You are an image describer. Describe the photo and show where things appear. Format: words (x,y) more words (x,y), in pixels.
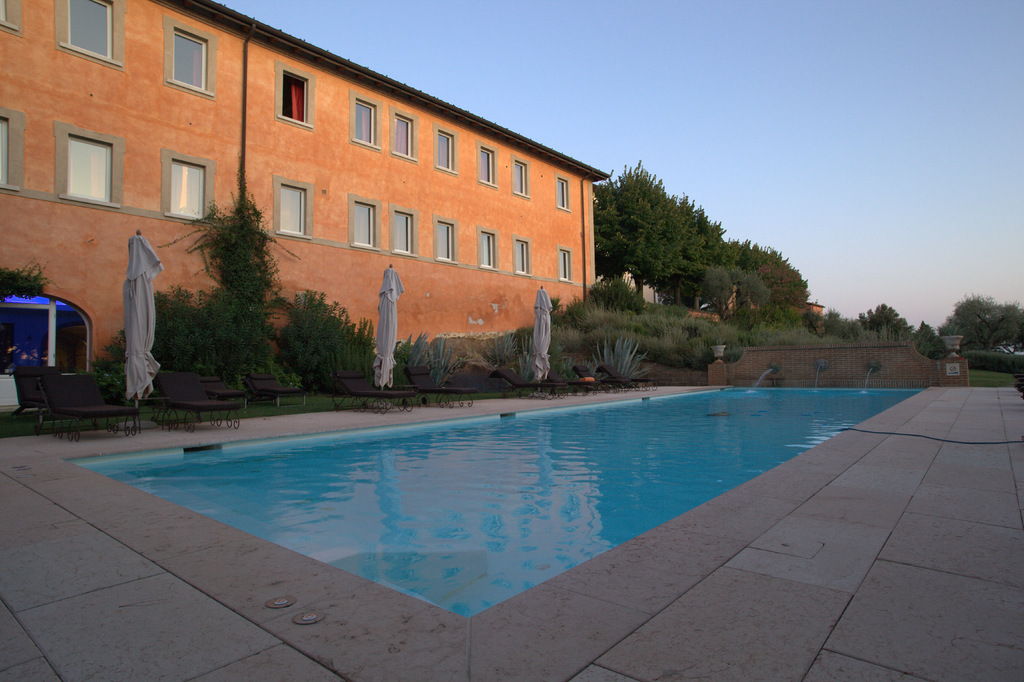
In this picture I can see the path (868,546) in front (78,544) and I can see a swimming pool (499,450). In the middle of this picture (366,290) I can see a building (459,210), few plants (503,363) and few trees (688,225). In the background (778,231) I can see the clear sky (736,76) and in the middle of this picture (397,289) I can see few white color umbrellas (149,317).
